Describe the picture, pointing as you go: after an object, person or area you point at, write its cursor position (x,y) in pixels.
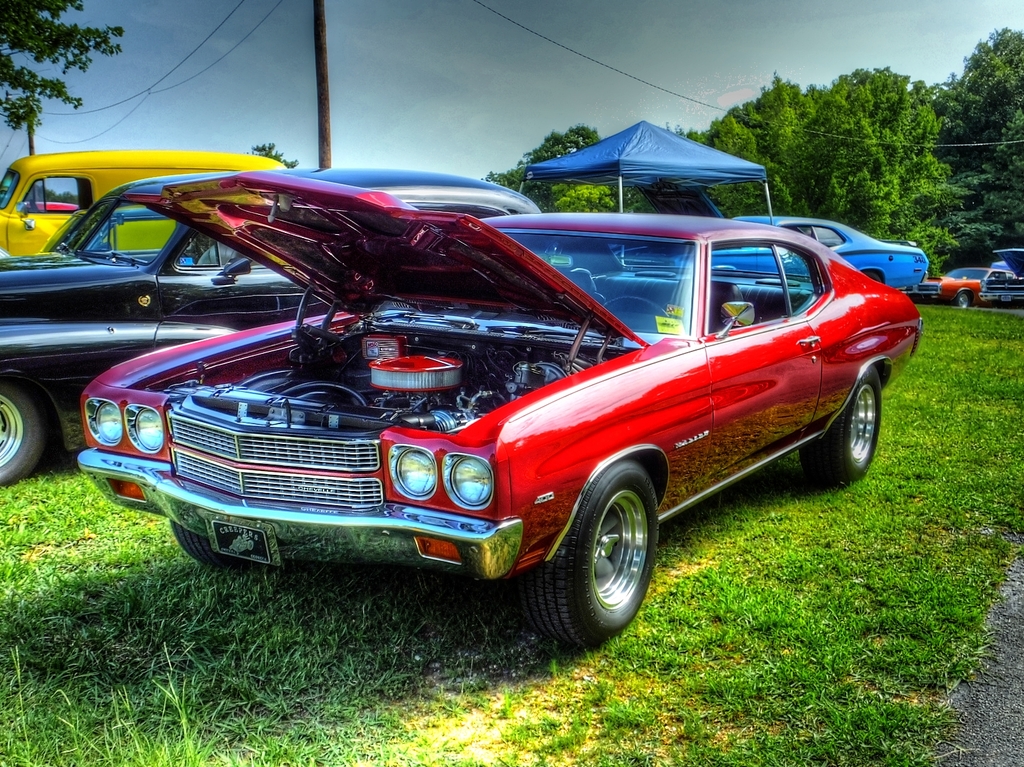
This picture is clicked outside. In the center (547,364) we can see the group of cars (967,304) parked on the ground (928,335) and we can see the green grass (778,580). In the background (344,45) we can see the sky (401,34), cables (179,65), metal rod (316,15), trees (920,120), a blue color tent (722,171) and some other objects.
